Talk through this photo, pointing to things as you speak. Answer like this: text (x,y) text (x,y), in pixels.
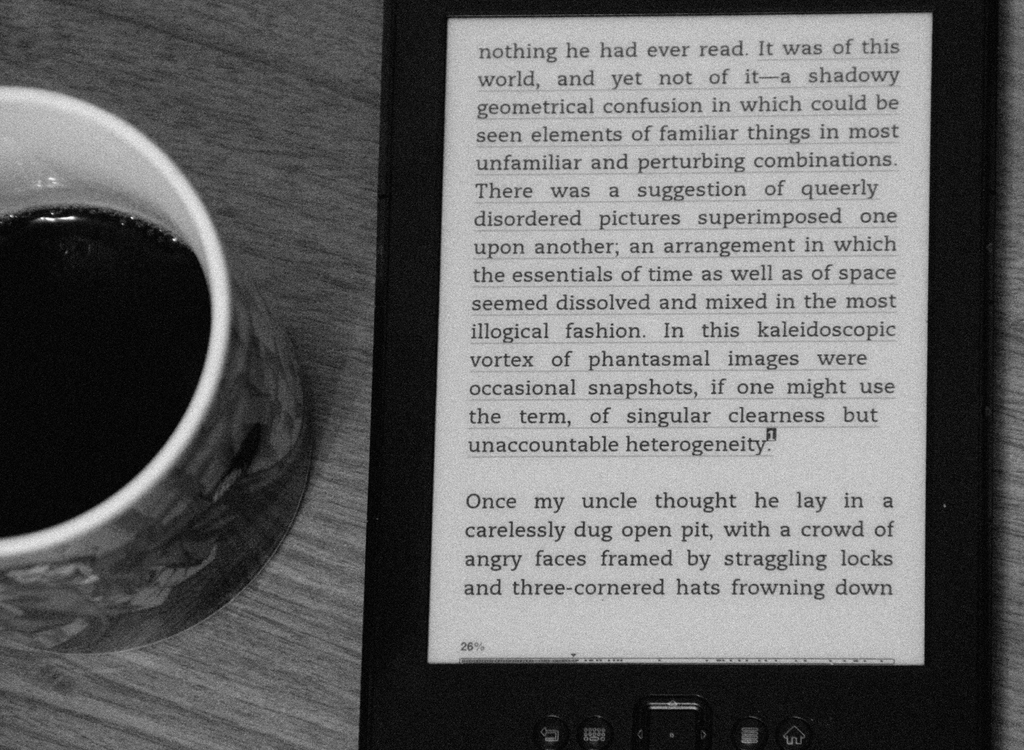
There is a cup (90,368) on the left side of the image (113,286) and a gadget (496,309) on the right side (783,411).
